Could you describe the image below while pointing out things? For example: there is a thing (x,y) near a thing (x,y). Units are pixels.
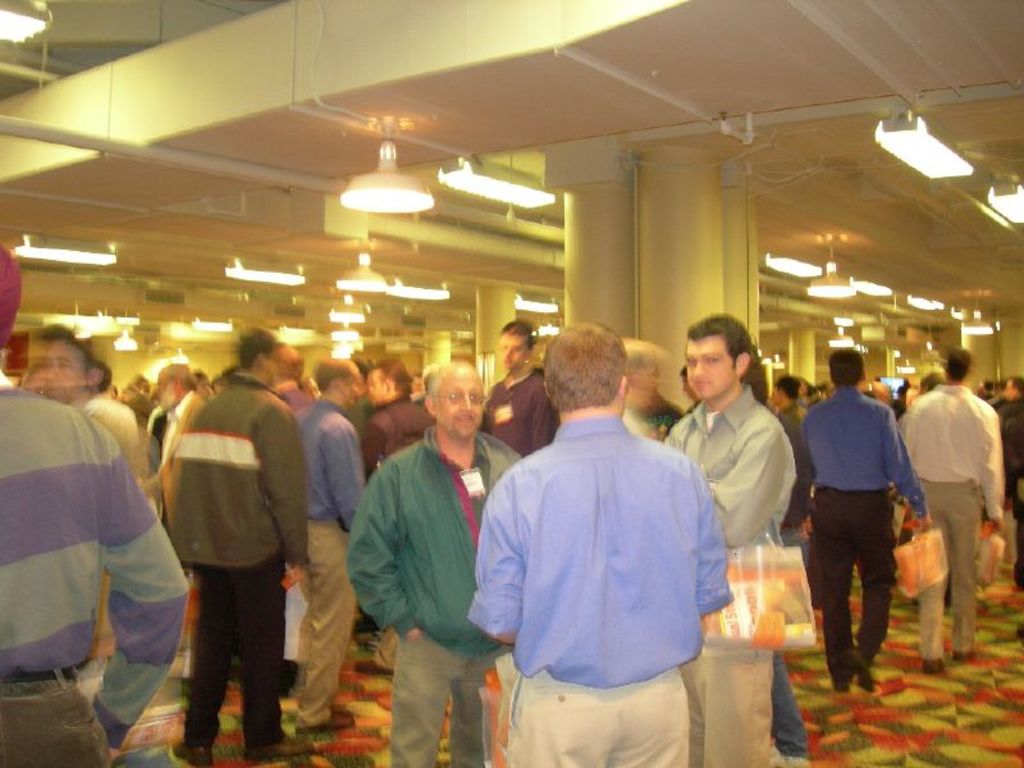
In this image I can see number of people (483,452) are standing. I can see few of them are wearing jacket (303,459) and few of them are wearing shirt (667,506). I can also see few people (708,593) are carrying orange colour things (787,595) and in the background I can see number of lights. I can also see this image is little bit blurry.
